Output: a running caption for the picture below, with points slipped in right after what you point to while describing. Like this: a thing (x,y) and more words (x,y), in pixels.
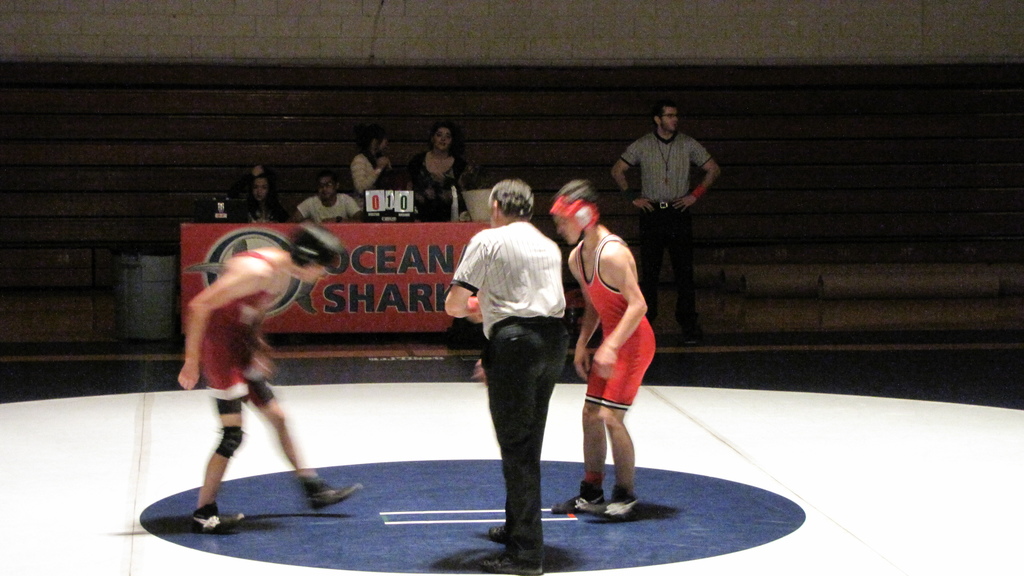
This looks like a wrestling stage (76,478). I can see two wrestlers (609,248) standing. This is the table (371,234) with a hoarding (344,230). I can see two people (273,202) sitting and few people (436,159) standing. This looks like a dustbin (144,276). I think this is the wooden wall (610,102). I can see a laptop (233,210), scoreboard (378,210) and few other things (467,215) on the table (297,222).
